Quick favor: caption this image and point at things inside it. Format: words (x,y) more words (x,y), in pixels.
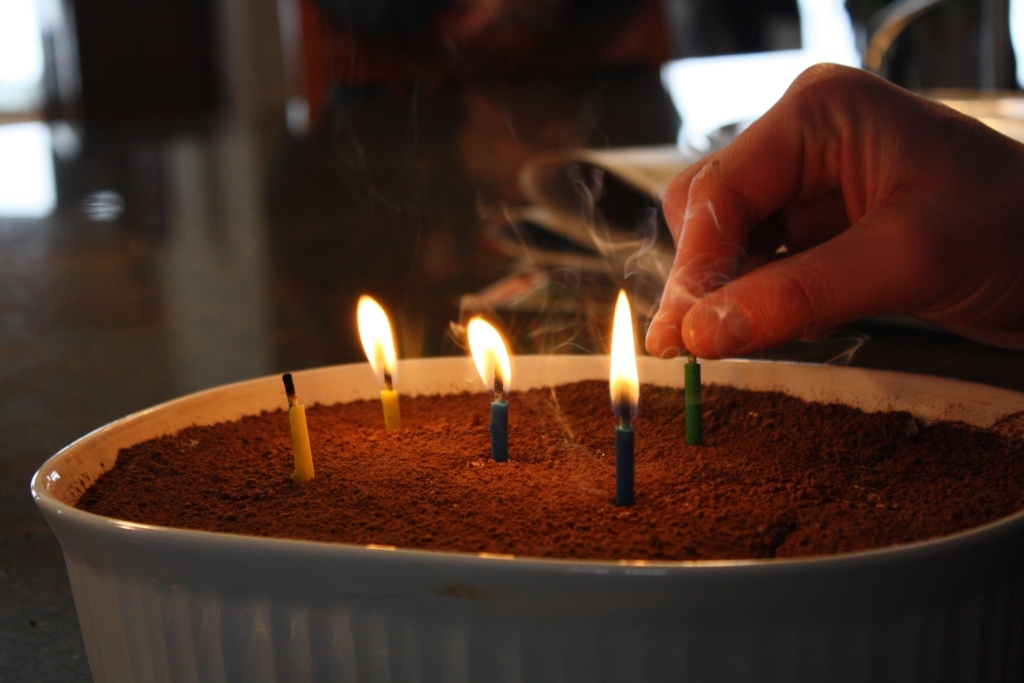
In this image we can see candles (384,417) and dessert (633,544) in a bowl (307,659). On the right side of the image (723,188) we can see hand (971,236) of a person (731,172). There is a blur background (58,216).
